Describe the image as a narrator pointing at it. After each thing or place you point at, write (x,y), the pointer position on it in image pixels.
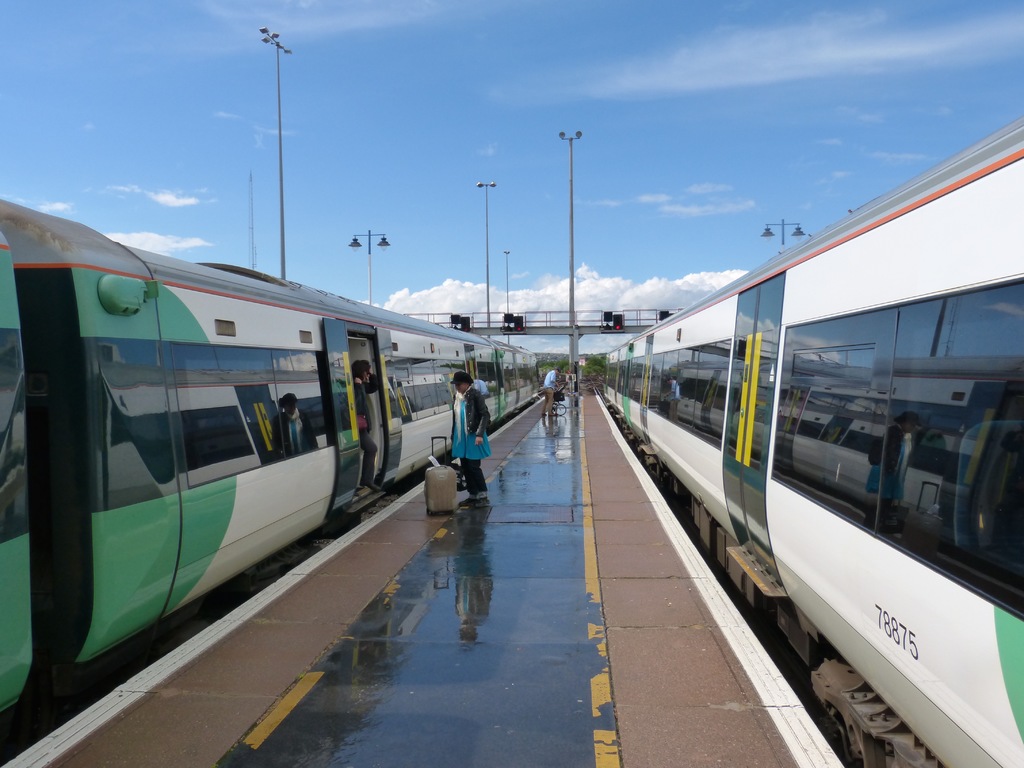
In the image we can see there are people (460,453) standing on the footpath (505,531) and on the both the sides there are trains (990,438) standing on the railway tracks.
